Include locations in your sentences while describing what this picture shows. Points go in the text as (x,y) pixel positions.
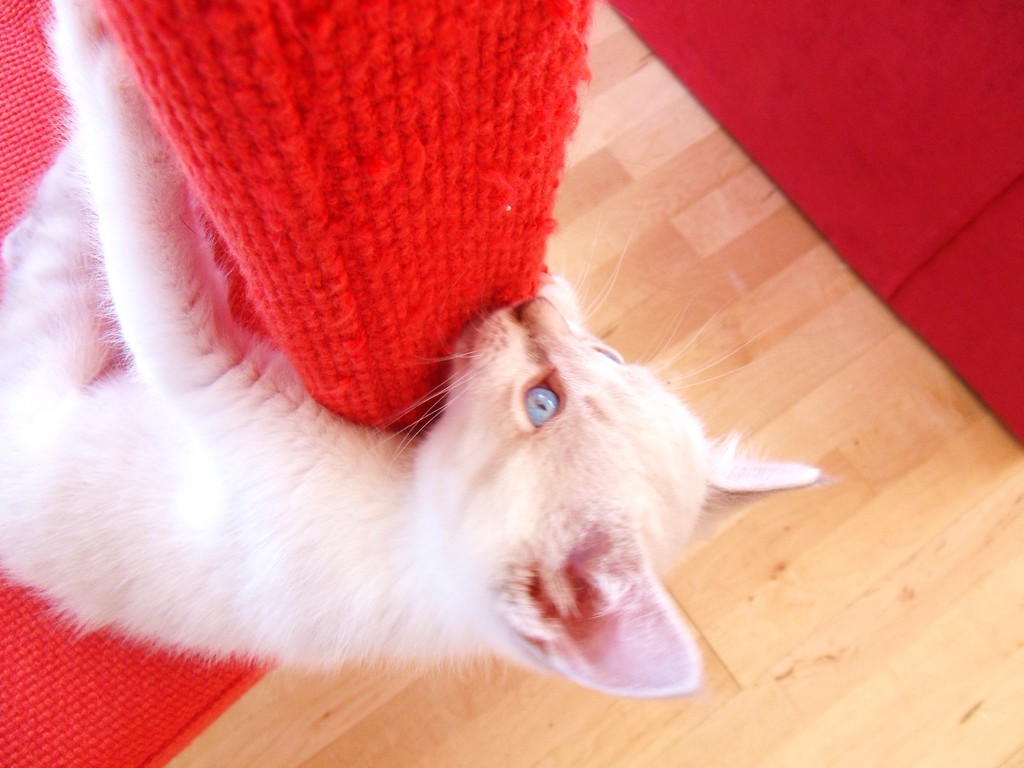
This is a cat (532,599), which is holding a mat (410,141). This cat (603,568) looks white in color. Here is the floor (765,569). On the right side of the image (856,262), that looks like another mat (892,202), which is lying on the floor (784,261).
